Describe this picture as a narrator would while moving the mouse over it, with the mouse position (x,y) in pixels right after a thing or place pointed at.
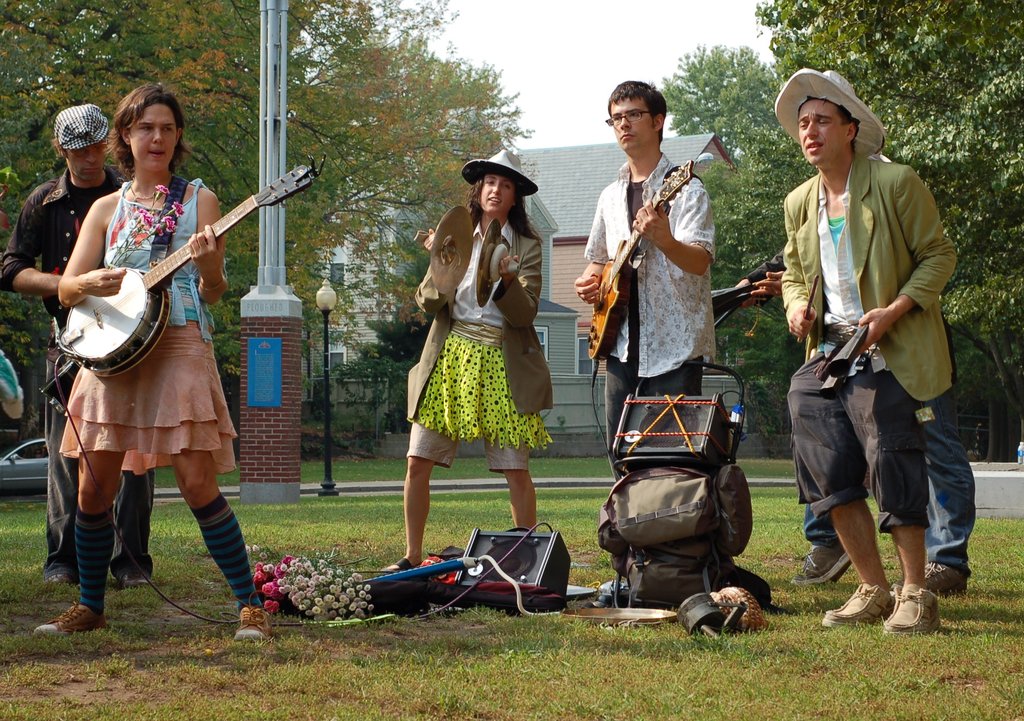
There are group of people (193,277) playing musical instruments (619,265), to the left side of the image (191,346) there is a girl (157,358) playing banjo (105,372) and also in the middle of the picture (494,285) a girl (496,325) is playing cymbals (443,230). We also observe few bags (685,546), flowers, musical instruments (687,609) on the floor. There are also many buildings (566,167), trees (445,114) in the background (578,176).
